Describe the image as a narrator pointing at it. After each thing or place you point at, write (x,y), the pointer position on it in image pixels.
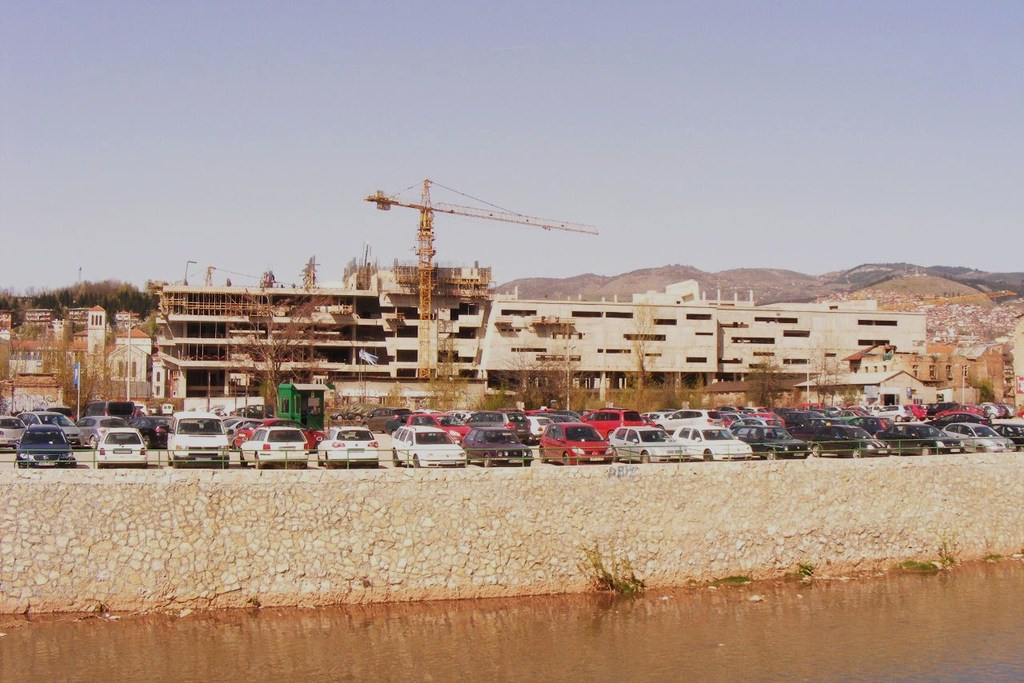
In this picture there are cars (148,424) behind the railing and there are buildings (780,354), trees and mountains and there is a crane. At the top (590,63) there is sky (683,78). At the bottom (648,595) there is water (634,666) and there are plants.
